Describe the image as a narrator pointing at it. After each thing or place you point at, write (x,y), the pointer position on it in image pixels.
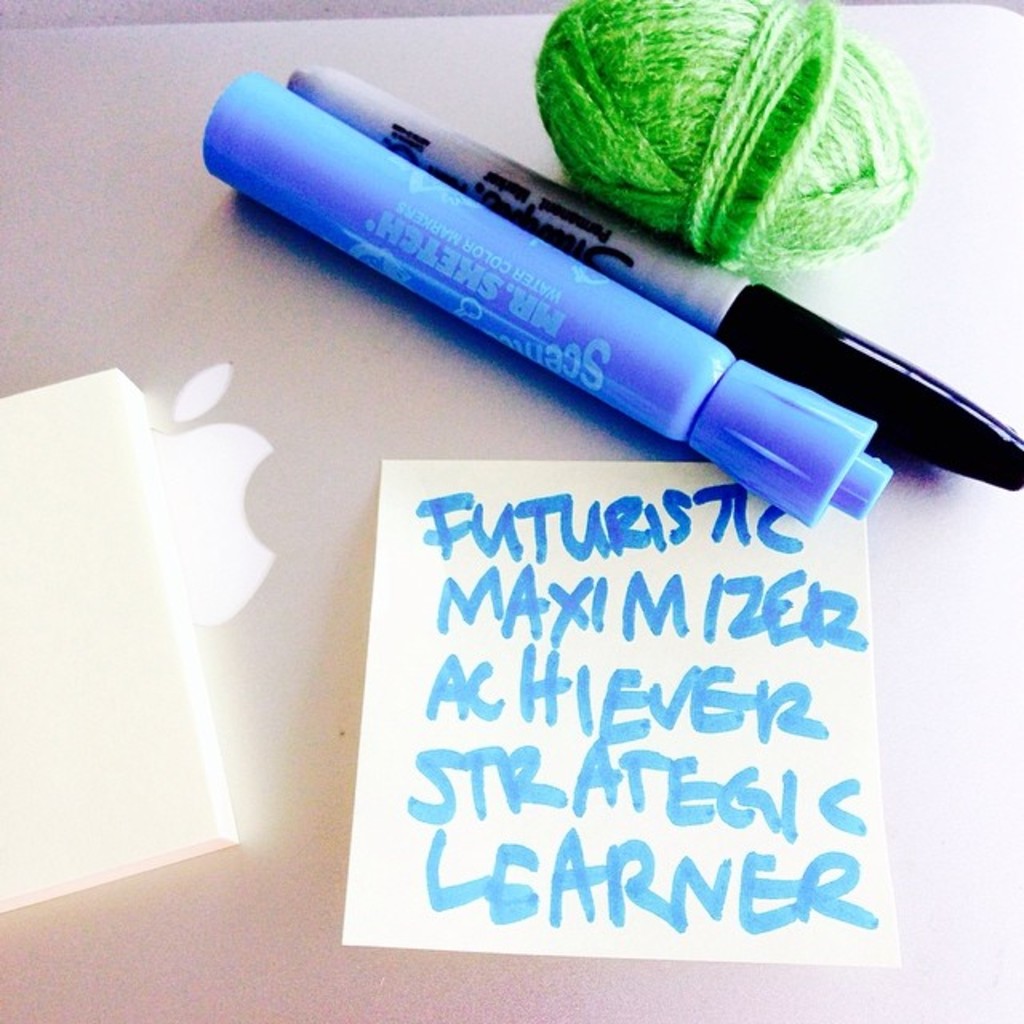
In this picture I can see couple of markers (582,342) and a thread (753,56) and I can see sticky notes (414,710) on the laptop (124,984) and I can see text (584,717) on the paper (506,685).
